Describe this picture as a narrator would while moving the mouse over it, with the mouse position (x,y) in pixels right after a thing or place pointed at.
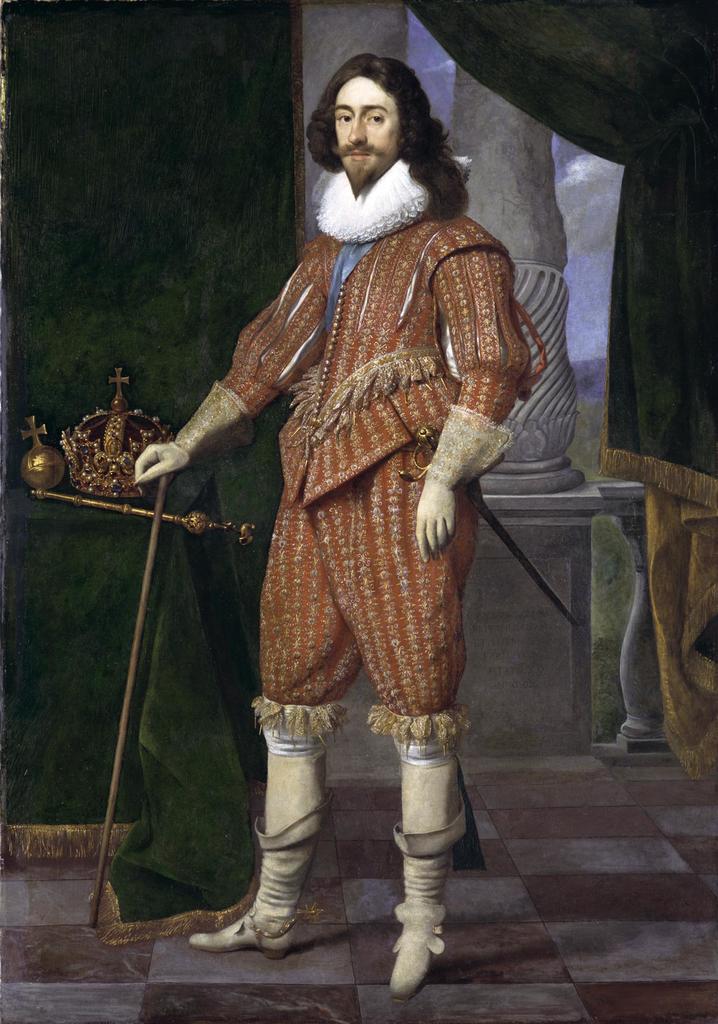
In this image we can see a painting (375,443) of a person (362,586). A person (449,647) is holding an object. There are few curtains (174,433) in the image. There are few objects (120,446) in the image.
